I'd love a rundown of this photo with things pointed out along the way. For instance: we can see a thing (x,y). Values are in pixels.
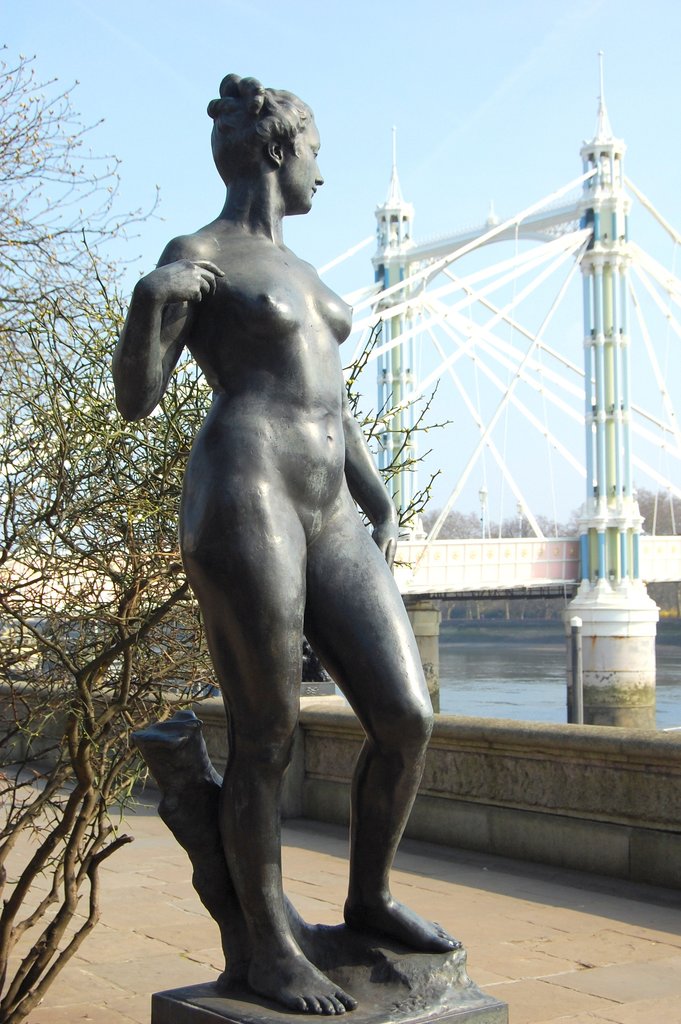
In this image we can see a statue (317,982), pedestal (279,1007), tree (117,737), floor (601,948), bridge (425,309), river (553,683), trees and sky (345,267) in the background (83,191).
